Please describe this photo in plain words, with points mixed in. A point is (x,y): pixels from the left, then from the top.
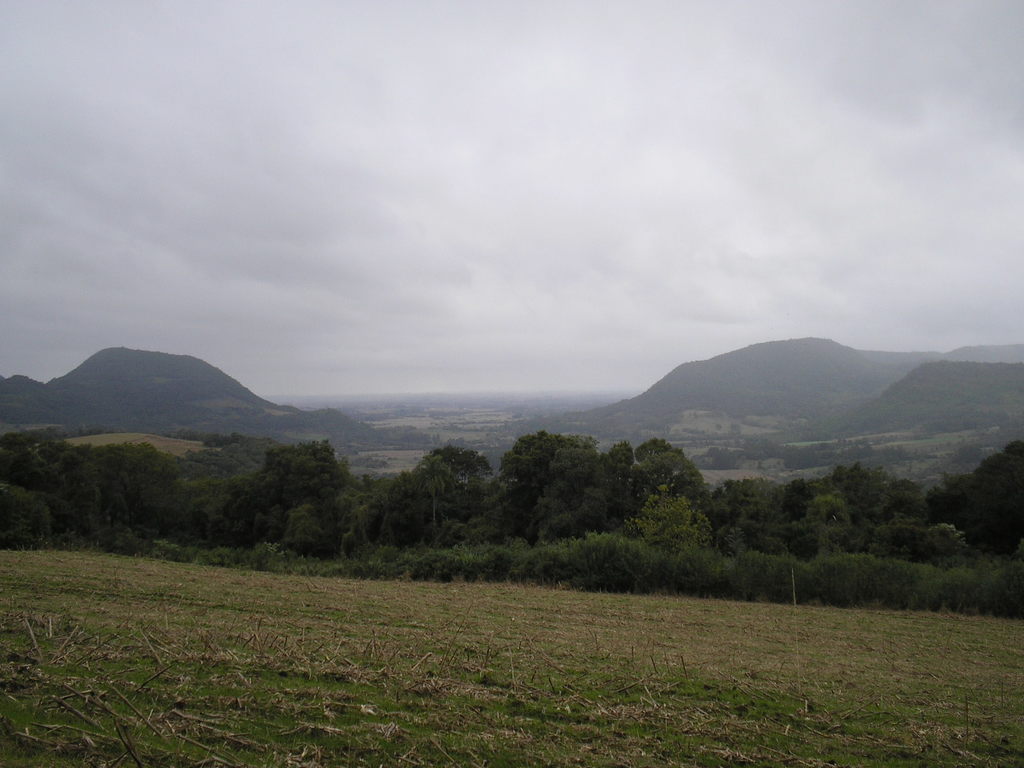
Sky (498,81) is cloudy. Here we can see trees (336,501). Far there are mountains (667,376).
